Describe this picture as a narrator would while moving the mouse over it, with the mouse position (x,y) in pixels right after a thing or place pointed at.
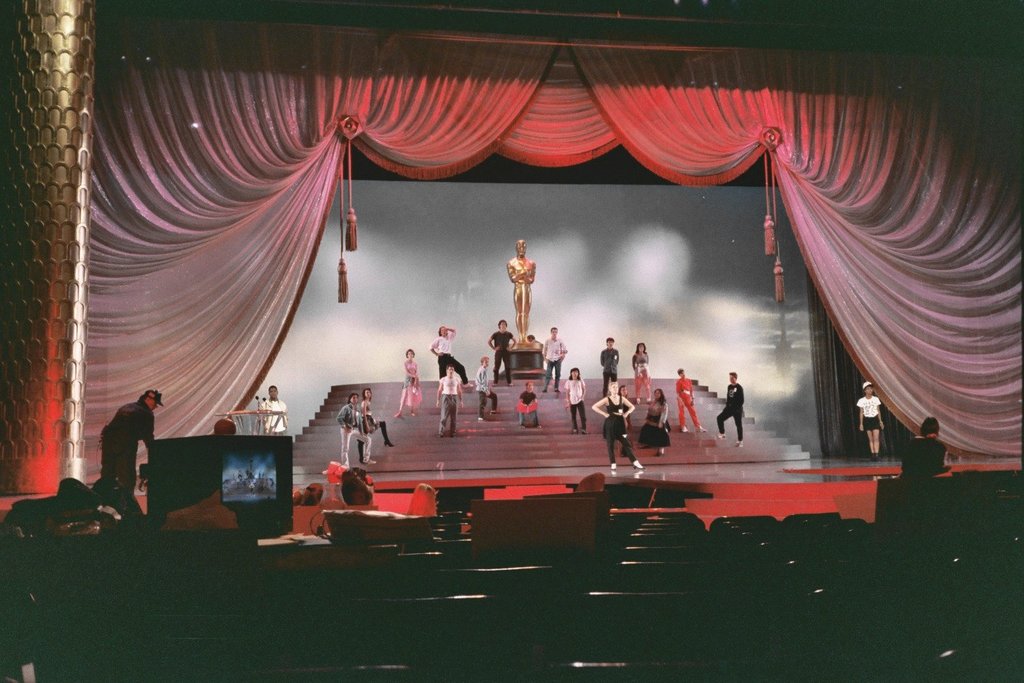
In front of the image there are a few chairs (292,630), in front of the chairs (208,599) there is an object (158,447) and there is a person (122,456) standing, beside him there are some objects (382,513) on the table (351,516). In the background of the image (668,458) there is a stage (434,394), on the stage (438,429) there are a few people (369,414) and a depiction of Oscar award (523,361) are on the stairs (564,404). At the top of the stage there is a curtain (192,168). Beside the stage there is a pillar (53,296).
